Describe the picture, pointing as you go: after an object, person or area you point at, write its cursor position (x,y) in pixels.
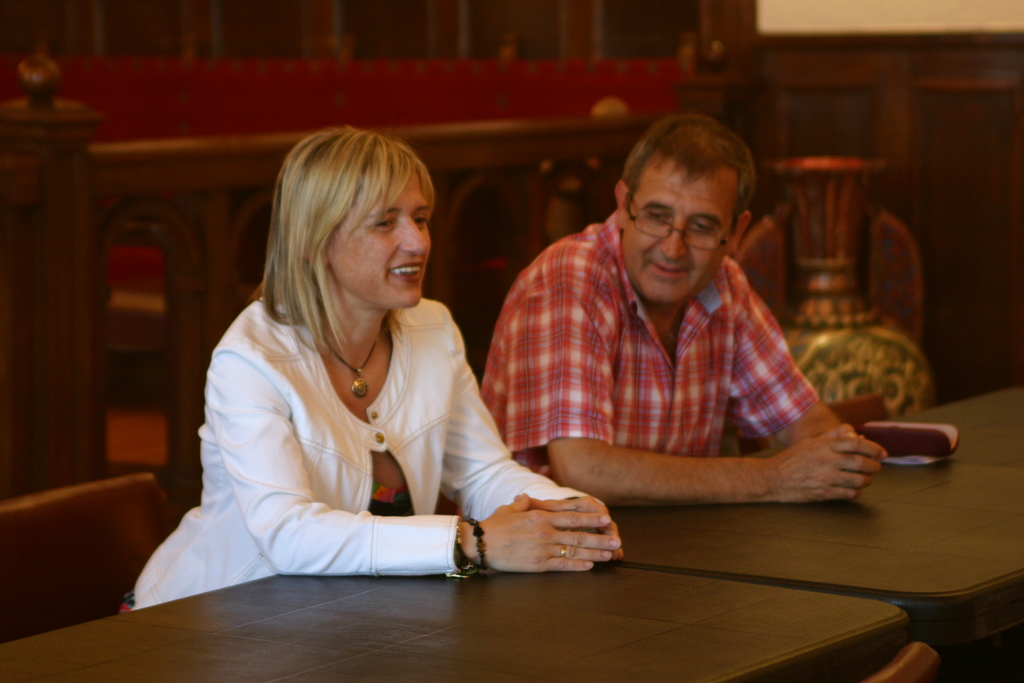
In the image we can see a man (646,279) and a woman (396,406) sitting, they are wearing clothes (585,398) and they are smiling. The woman (435,411) is wearing finger ring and neck chain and the man (593,368) is wearing spectacles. They are sitting on the chair (58,527) and in front of them there is a table (681,597). Here we can see wooden fence (233,216) and the background (554,73) is slightly blurred.
